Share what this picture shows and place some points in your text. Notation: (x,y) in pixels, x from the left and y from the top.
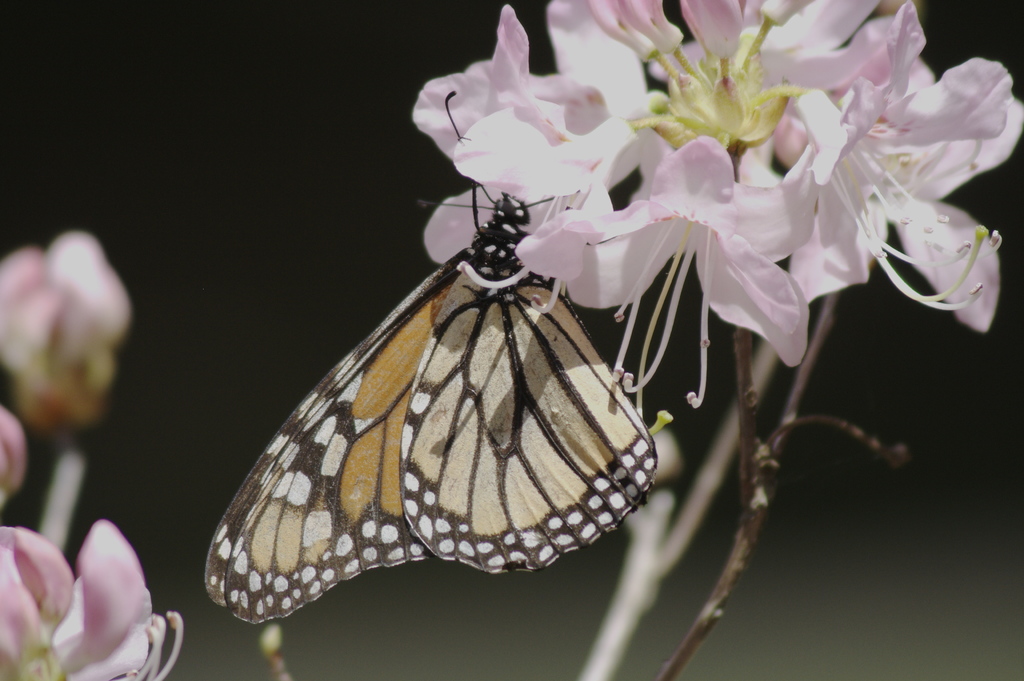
In the picture I can see a butterfly (575,454) on a flower (664,345). I can also see some flowers (643,374) which are pink in color. The background of the image (215,256) is dark and blurred.
